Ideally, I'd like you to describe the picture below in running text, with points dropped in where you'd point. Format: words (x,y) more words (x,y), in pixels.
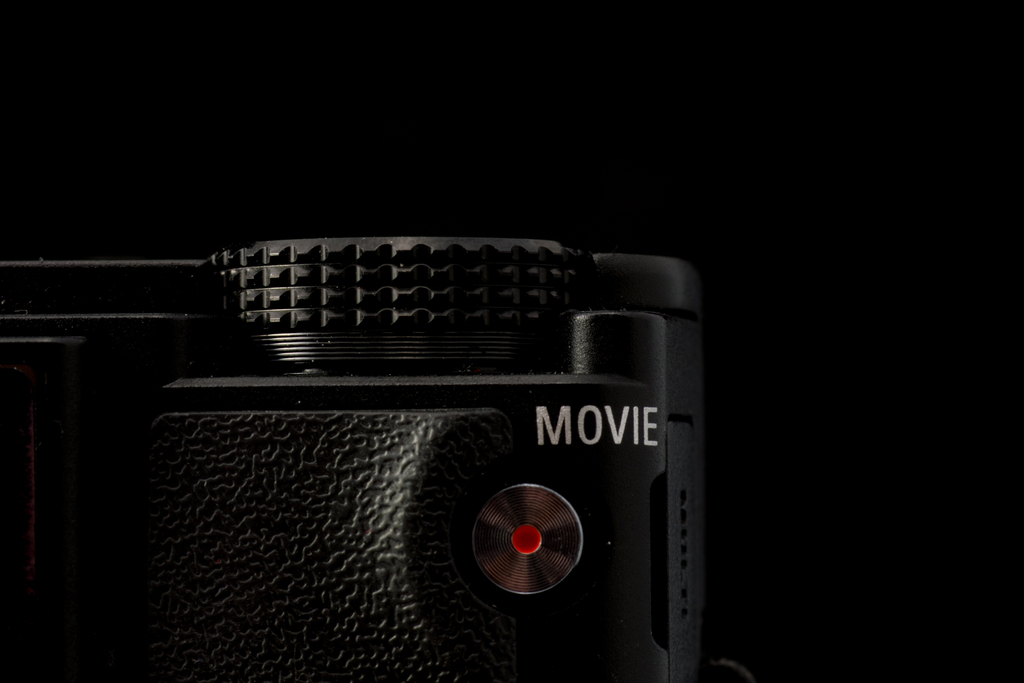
In the image there is a camera (419,376) in the front (533,393) and the background (750,189) is black.
